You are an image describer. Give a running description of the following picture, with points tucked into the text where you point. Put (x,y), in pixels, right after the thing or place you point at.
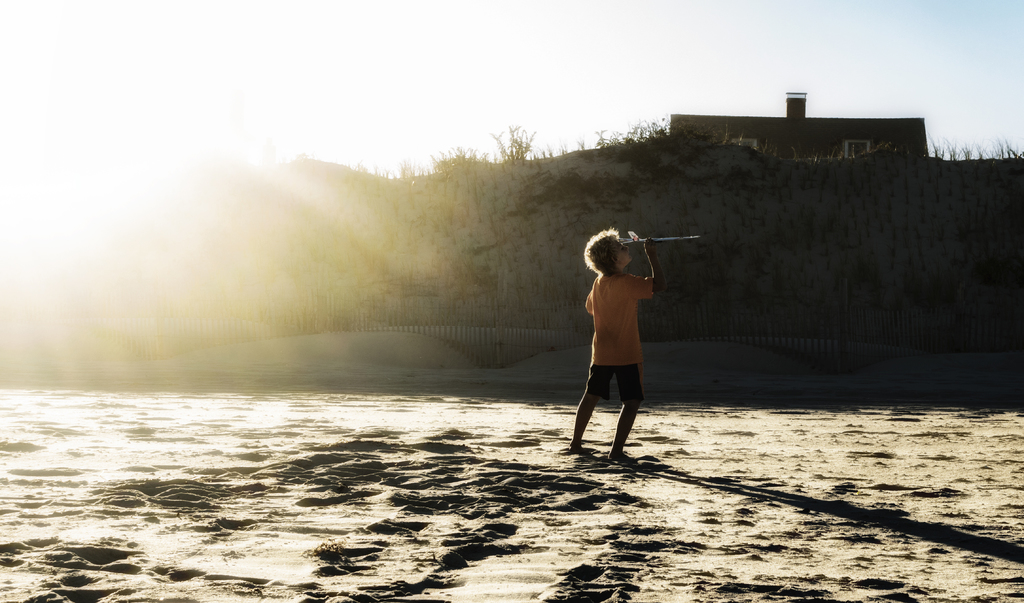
In the picture I can see a boy (609,382) is standing and holding an object (637,241) in the hand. In the background (850,151) I can see the sky (163,136), the sun (151,131), a house (783,149), trees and some other objects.
